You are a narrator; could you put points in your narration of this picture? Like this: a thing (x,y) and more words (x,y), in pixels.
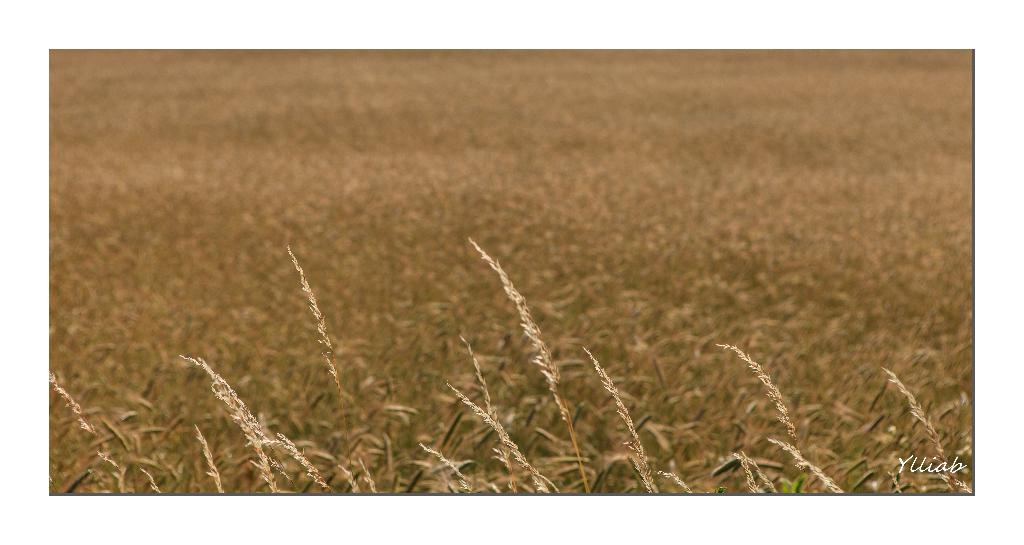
This is the picture of a field (428,222) in which there are some plants (328,340).
